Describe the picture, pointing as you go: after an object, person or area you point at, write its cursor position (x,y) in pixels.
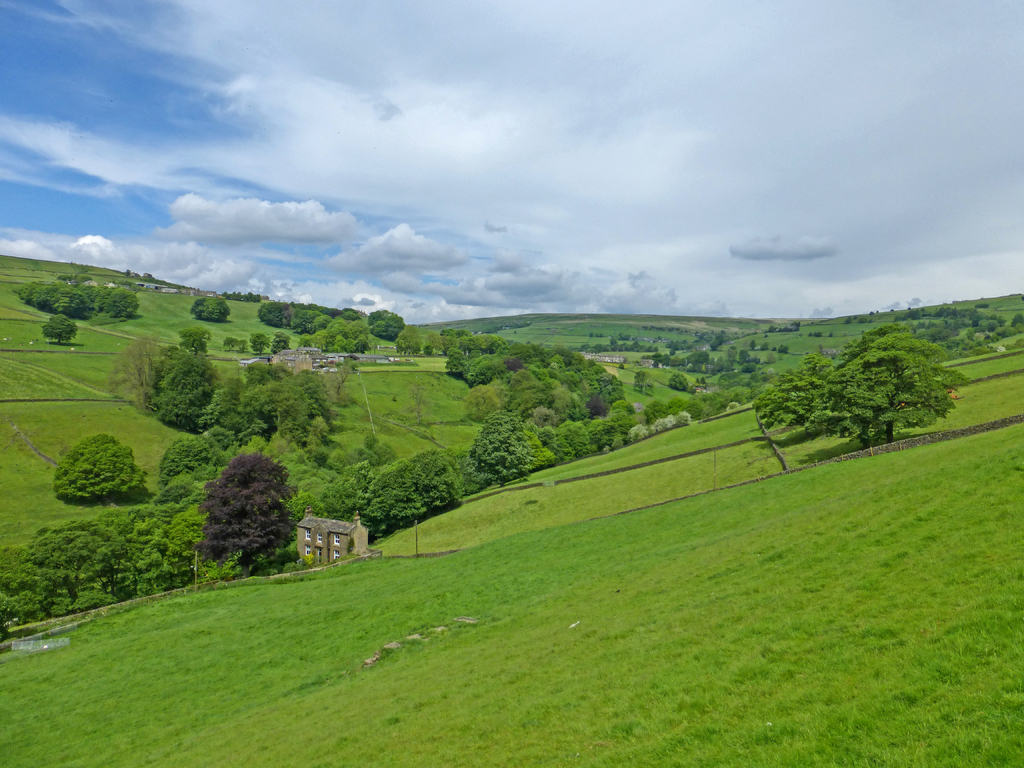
In this image there are trees (376,455), buildings (372,360). At the bottom of the image (618,620) there is grass (754,584) on the surface (783,575). In the background of the image (648,148) there is sky (631,129).
